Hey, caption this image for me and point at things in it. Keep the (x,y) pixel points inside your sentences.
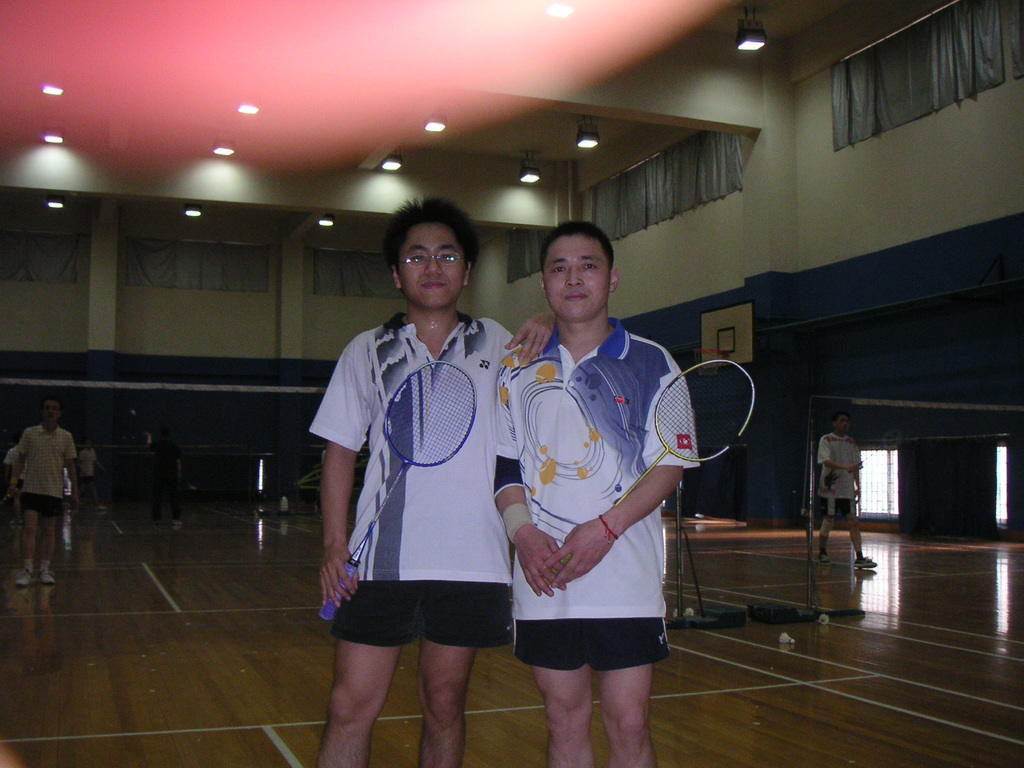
In the center of the image (556,438) we can see two mans (566,385) are standing and holding racket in their hand (602,551). In the background of the image (926,447) we can see some persons (852,486), mesh (920,431), badminton court (240,638), wall (329,359), curtains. At the top of the image (411,134) we can see roof (381,129) and lights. At the bottom of the image (176,703) we can see the floor (239,656). On the right side of the image (890,495) we can see the windows (1002,494).
